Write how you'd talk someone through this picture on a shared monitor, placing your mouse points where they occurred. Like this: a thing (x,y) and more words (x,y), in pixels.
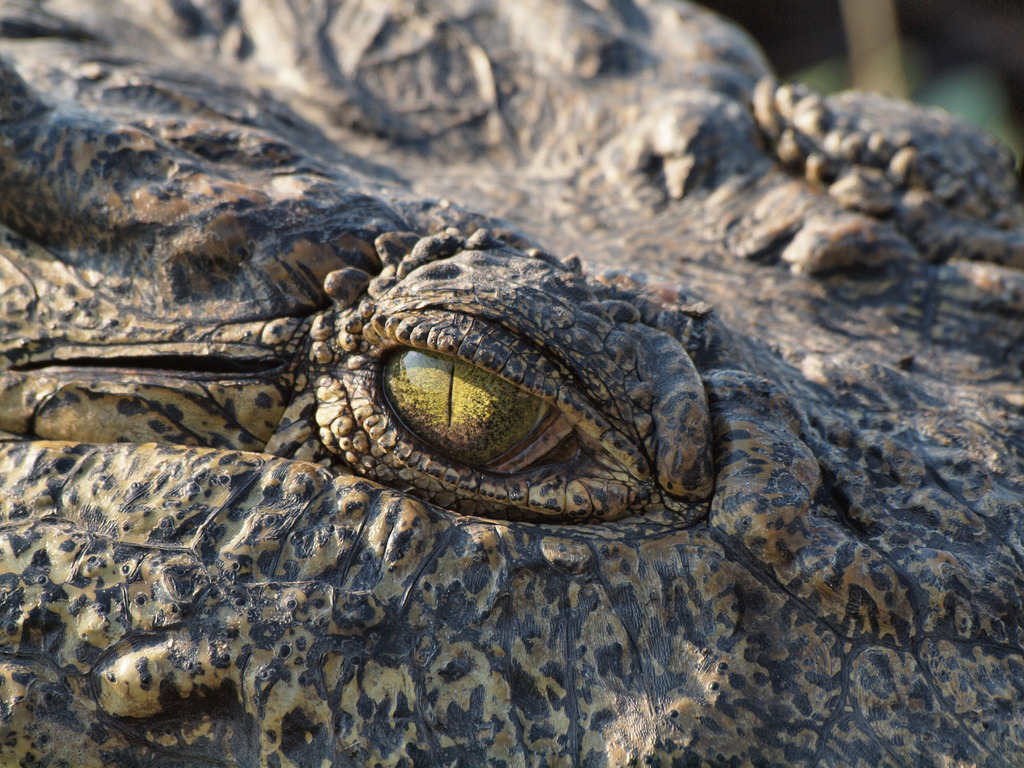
In the middle of this image (452,335), there is an eye (460,397) of an animal (488,371). And the background (998,115) is blurred.
